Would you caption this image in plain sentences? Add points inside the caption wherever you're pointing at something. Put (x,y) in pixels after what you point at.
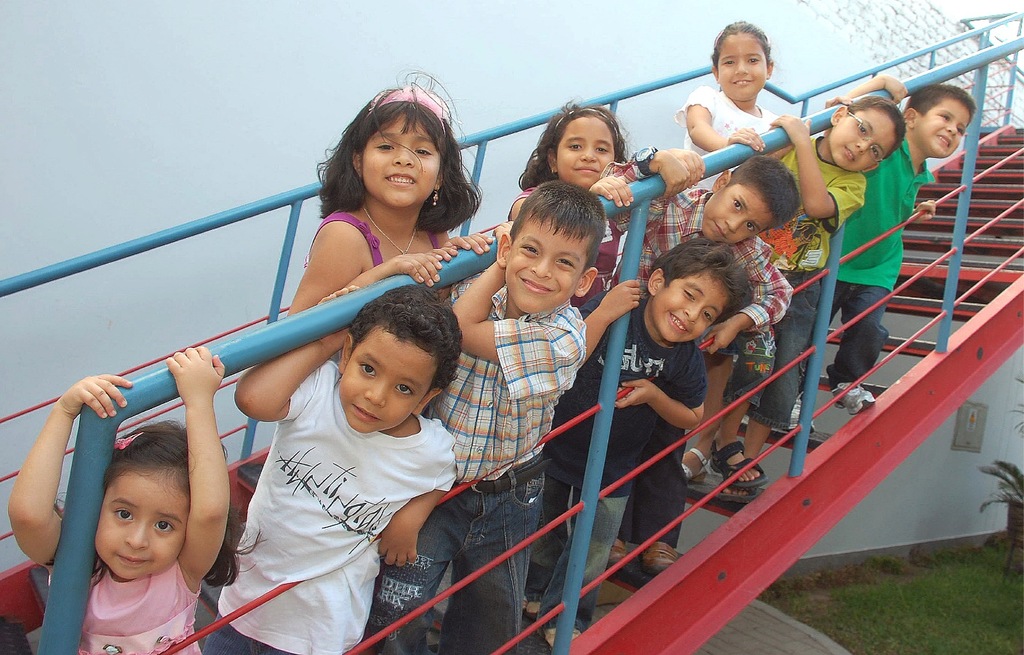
In this image we can see some children (794,286) on the staircase (897,341) which is attached to the building (143,255) and we can see the grass (983,590) on the ground (931,614) and a plant (1015,517).
